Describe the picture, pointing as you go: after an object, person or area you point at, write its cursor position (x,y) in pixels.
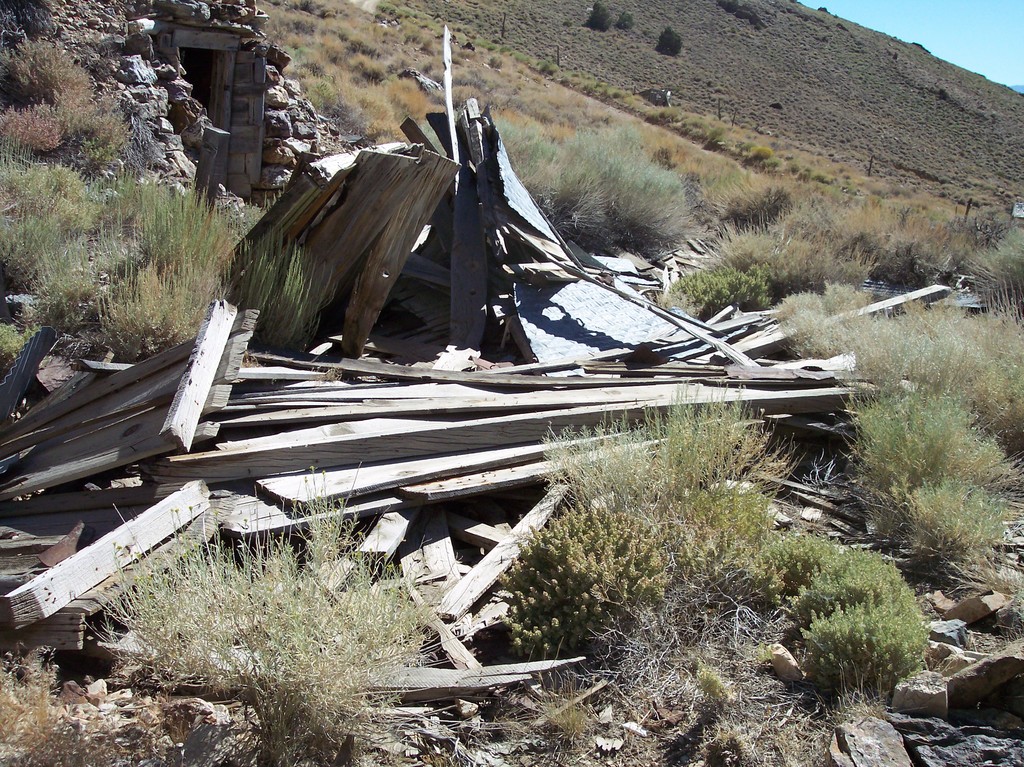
This is an outside view. Here I can see some wood materials (421,381), plants (584,618), rocks (921,688) on the ground (675,751). On the top right (978,37), I can see the sky (971,15).
